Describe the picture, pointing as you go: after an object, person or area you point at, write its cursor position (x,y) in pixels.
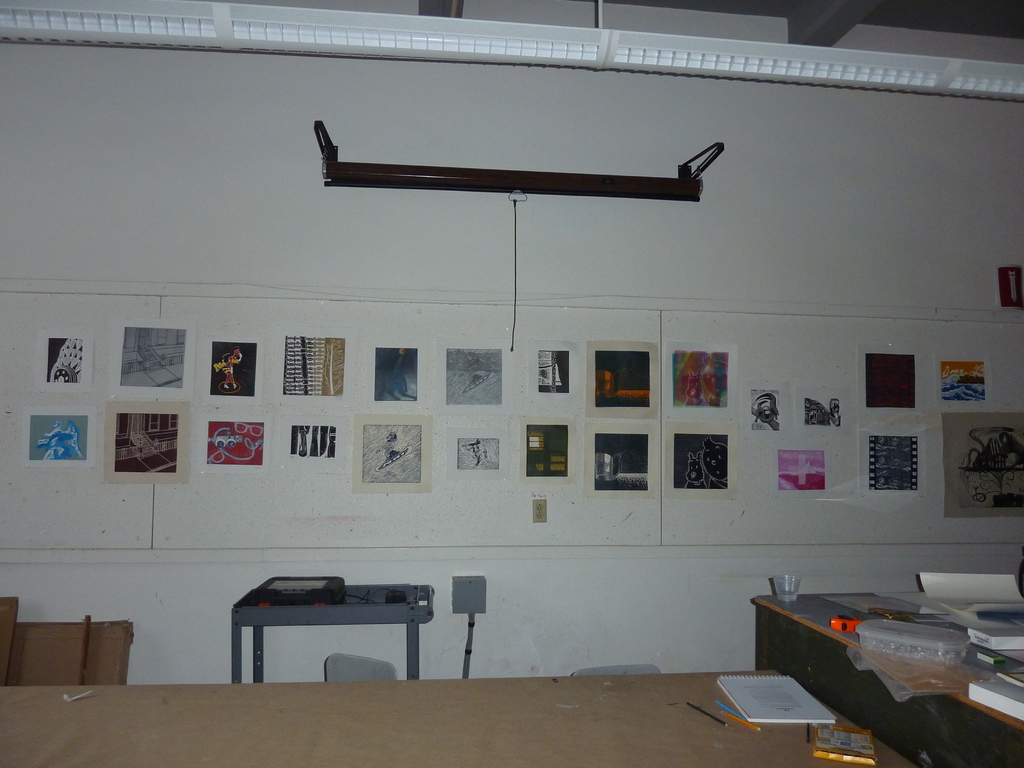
In this image we can see so many pictures (786,461) on the wall (492,277). At the top of the image (153,26), we can see the roof (897,26) and light (726,57). At the bottom of the image (340,665), we can see tables (582,766), stand (419,648), cardboard (105,658) and chairs (331,670). On the tables (825,689), we can see books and so many objects (896,634).
